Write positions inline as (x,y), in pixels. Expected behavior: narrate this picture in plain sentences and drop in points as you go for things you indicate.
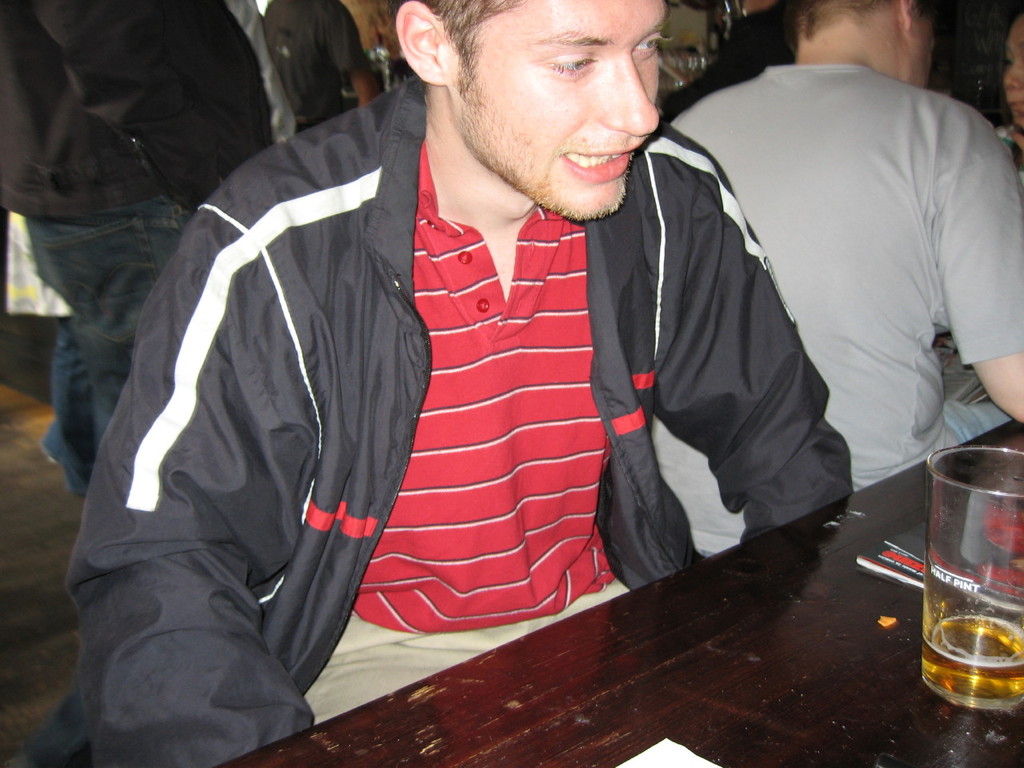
In this image there is a floor (23,592). There is a table (248,759). There is a glass (988,694). There are people (386,592) sitting.
